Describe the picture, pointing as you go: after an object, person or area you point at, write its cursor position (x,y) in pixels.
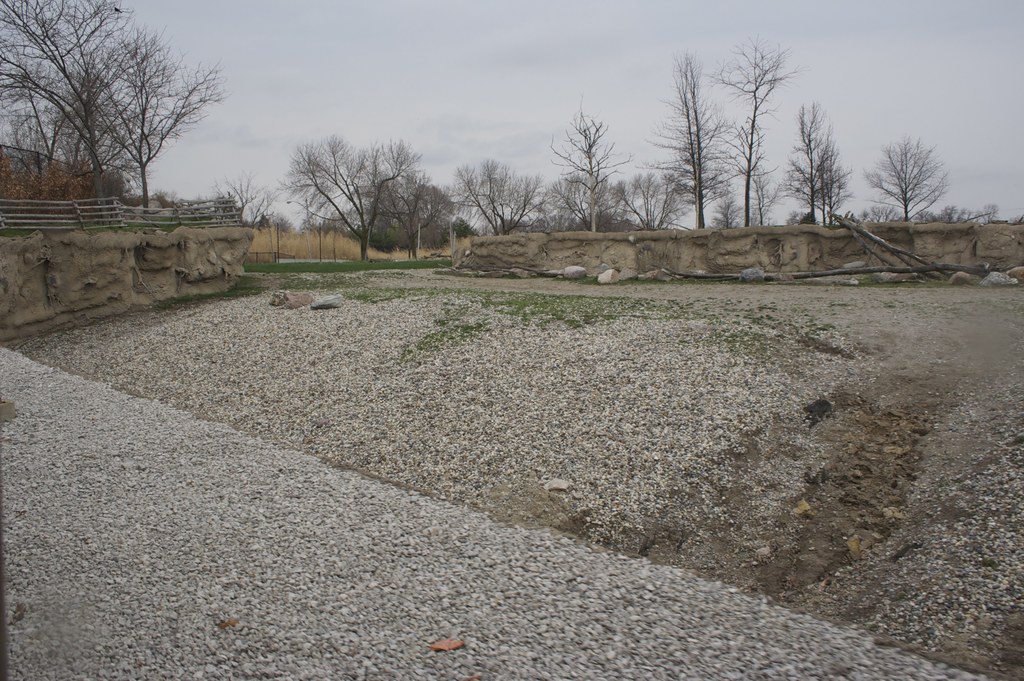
In this image I see the stones (595,349) over here and I see the walls (560,245) and I see number of trees (64,90) and I see the fencing (115,206) over here. In the background (204,189) I see the sky (597,17).
